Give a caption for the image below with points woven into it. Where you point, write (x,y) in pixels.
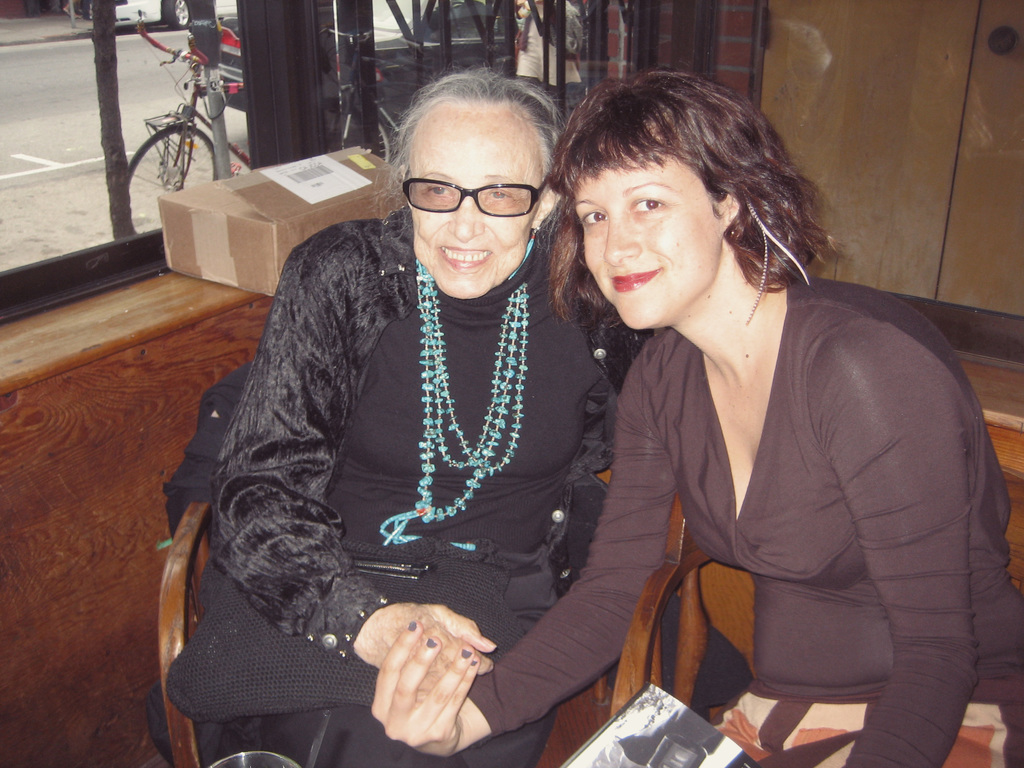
In the image there are two women (700,519) in the foreground (537,397), behind them there is a cupboard (856,132) and on the left side (104,168) there is a window (93,193) and behind the window (16,234) there are vehicles (151,141).
